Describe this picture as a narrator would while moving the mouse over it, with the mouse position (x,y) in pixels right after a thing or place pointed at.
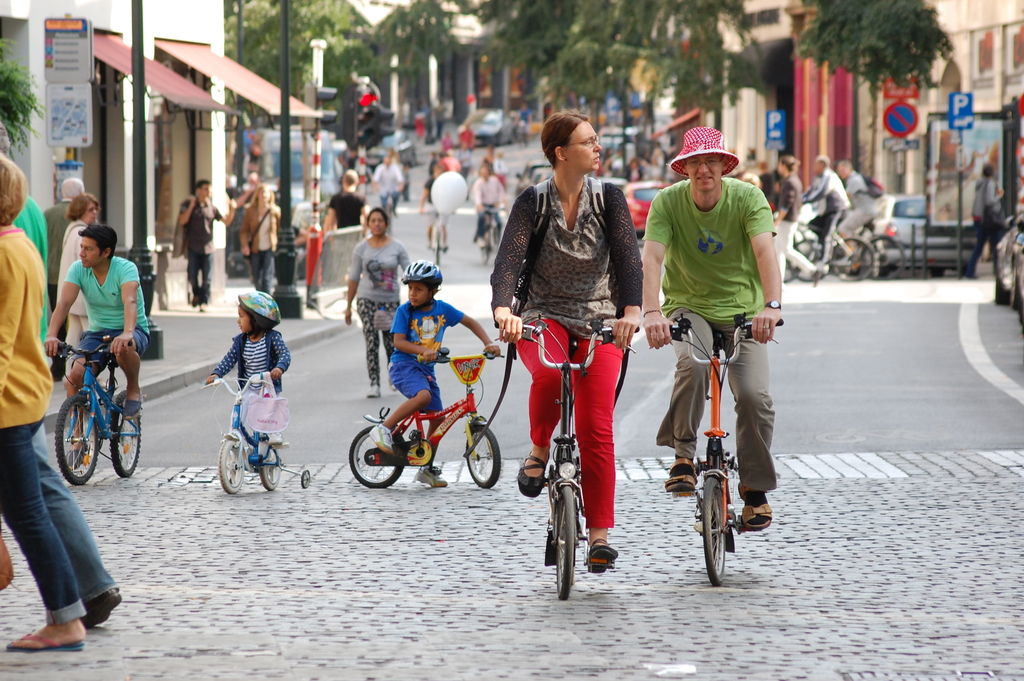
people (409,379) are riding bicycles (270,470) on the road (790,382). in the front (4,334) there is person (49,554) standing at the right corner (902,119) there is a tree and sign boards (899,133). at the left (126,132) there are buildings (151,150) and traffic signals (356,134).
